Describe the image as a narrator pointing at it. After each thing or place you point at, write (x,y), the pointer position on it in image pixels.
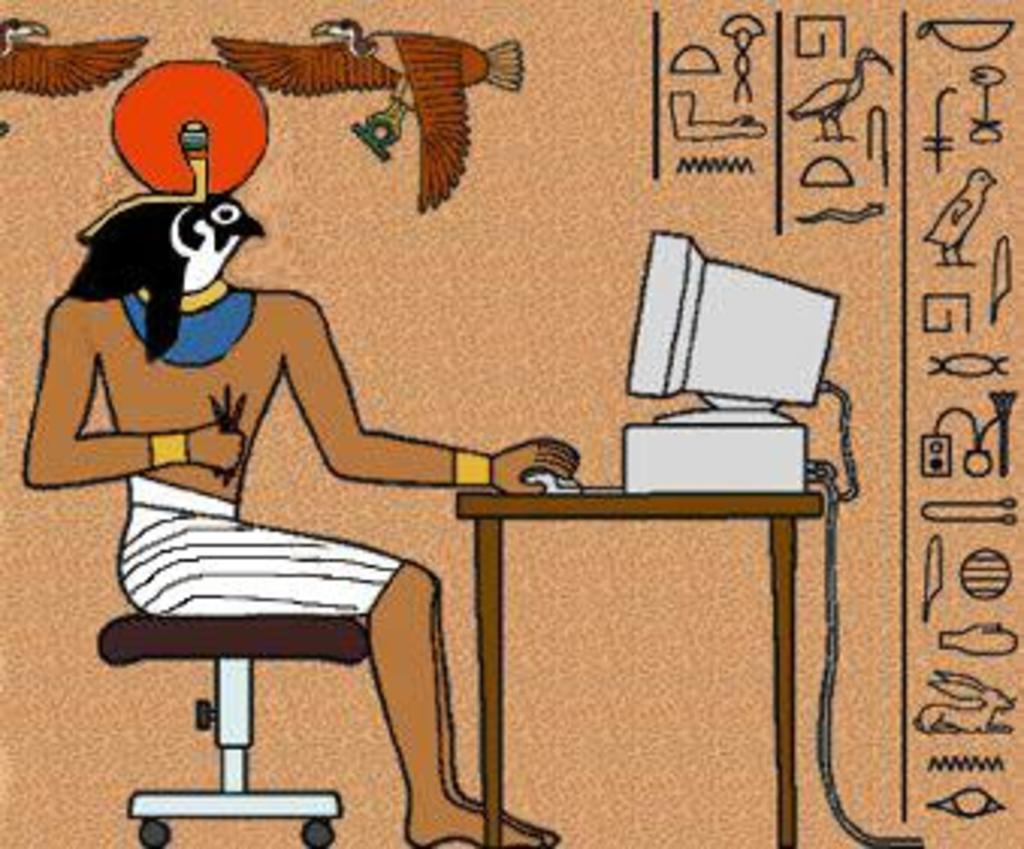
In this picture I can observe sketch (254,416). In this sketch (639,390) I can observe a person (145,602) sitting in front of a computer (677,458) placed on the table (569,511). The background (541,101) is in cream color.
